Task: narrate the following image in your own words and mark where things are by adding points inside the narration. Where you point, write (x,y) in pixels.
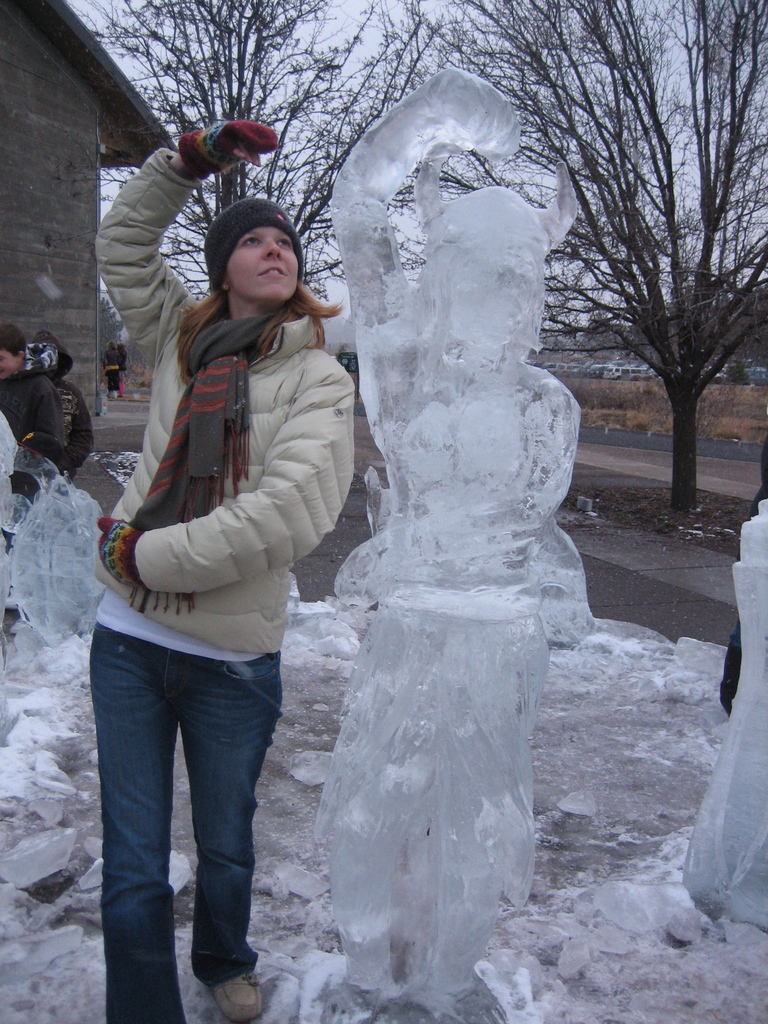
In this picture there are people (157,175) and we can see ice sculptures (447,938). In the background of the image (64,332) we can see wall (42,207), trees (726,360), grass (765,416) and sky (650,5).
